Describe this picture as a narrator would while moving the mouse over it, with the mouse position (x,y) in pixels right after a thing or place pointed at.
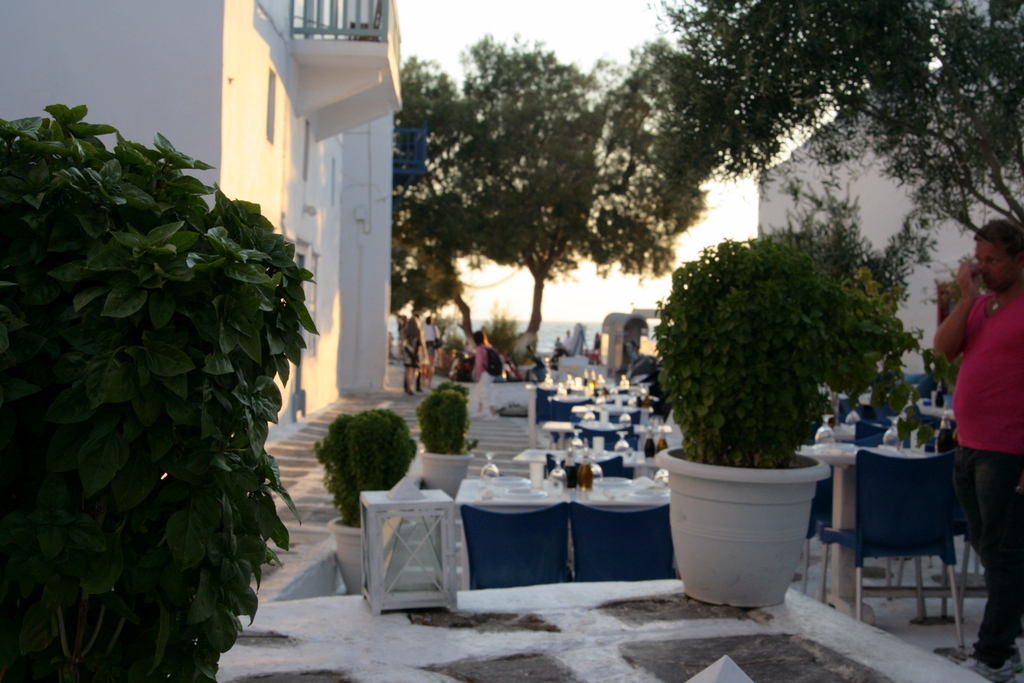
There is a man (1016,431) walking at here and bushes (353,463). There are tables (574,399) at here It's a tree (531,196) and the sky (565,300).
